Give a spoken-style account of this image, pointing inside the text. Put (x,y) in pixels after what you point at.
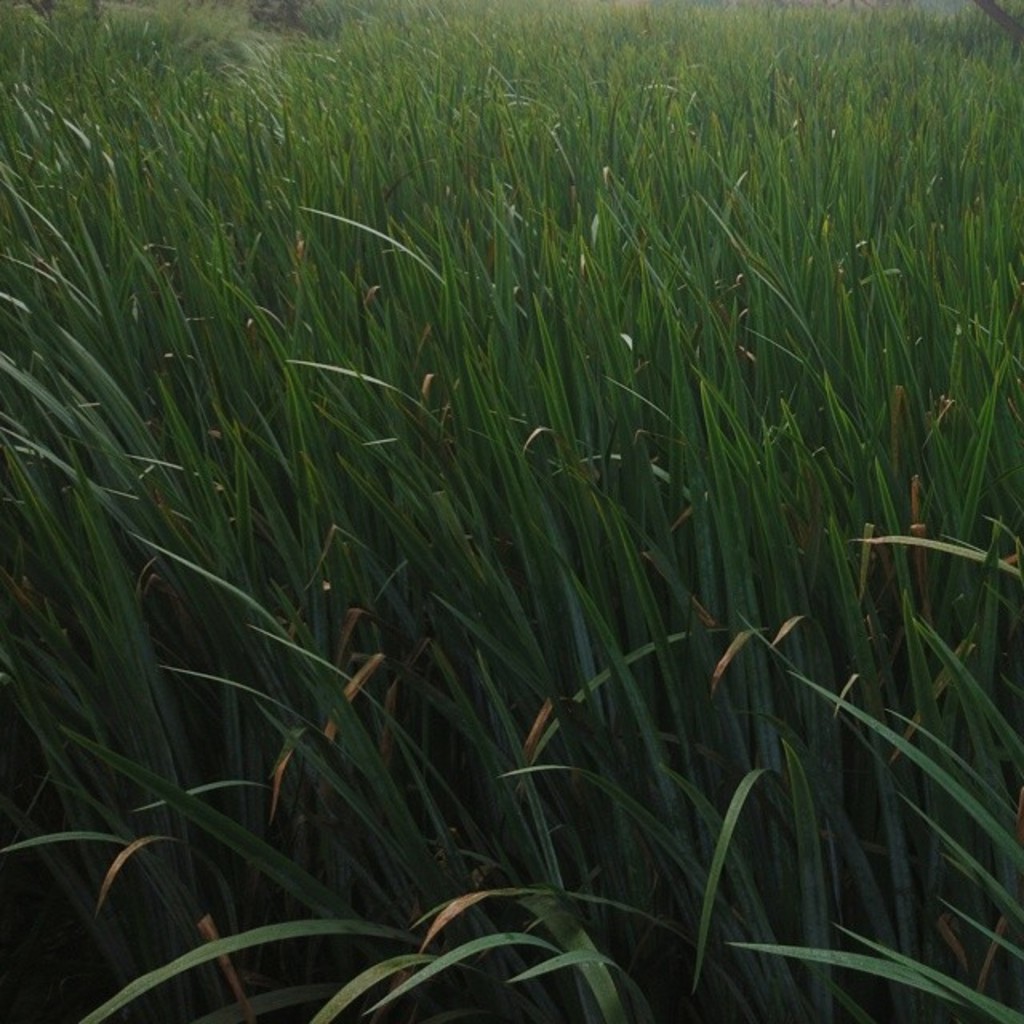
These are green color plants (751,479).
